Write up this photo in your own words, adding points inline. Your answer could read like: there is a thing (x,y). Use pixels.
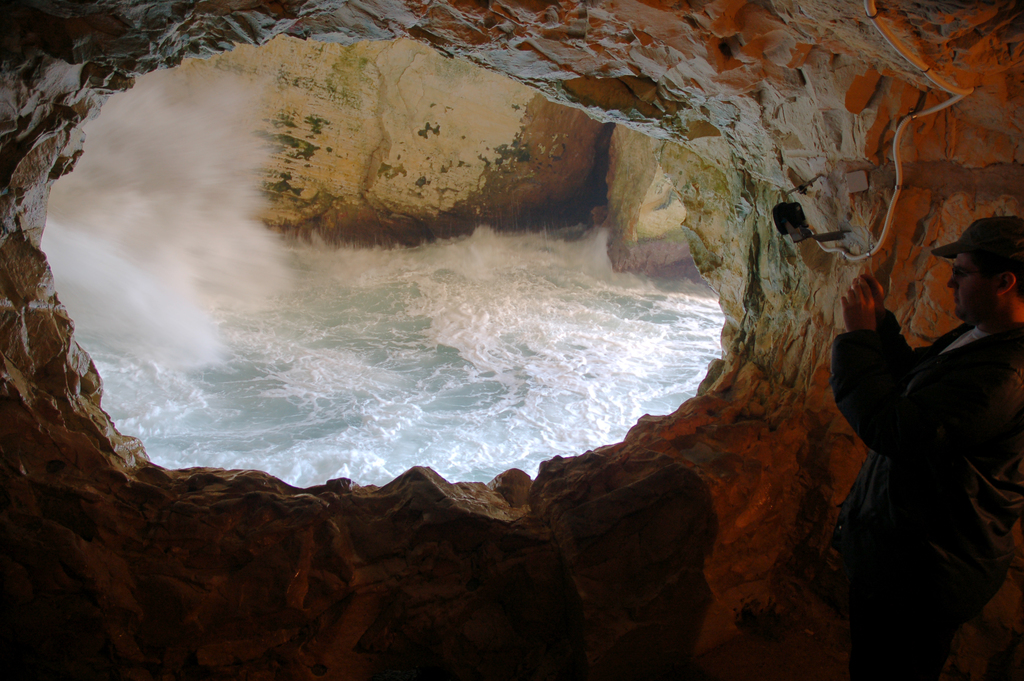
In this picture I can see the view (295,122) which looks like Hanikra place (677,81) and on the right side of this picture (882,329) I can see a man (912,461) standing and holding a thing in his hands (860,296).
